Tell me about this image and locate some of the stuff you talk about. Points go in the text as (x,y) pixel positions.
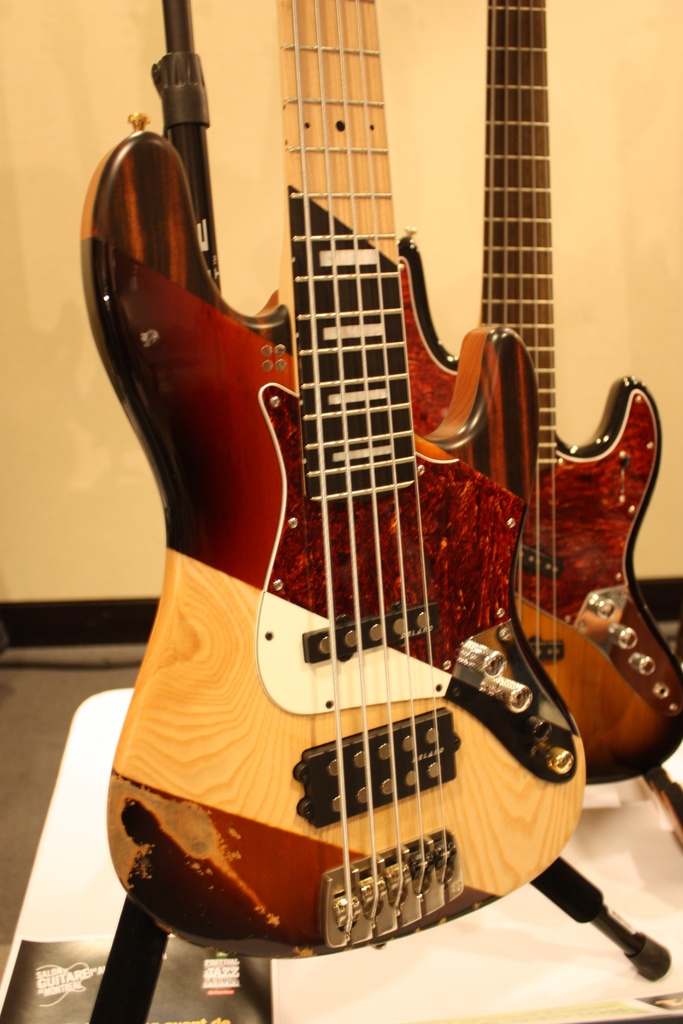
In the center of the image (340,538) we can see the two guitars (479,699) placed on the white table (398,986) and on the table (638,982) we can see a black color paper (176,979). In the background (60,174) we can see a plain wall (62,473).
